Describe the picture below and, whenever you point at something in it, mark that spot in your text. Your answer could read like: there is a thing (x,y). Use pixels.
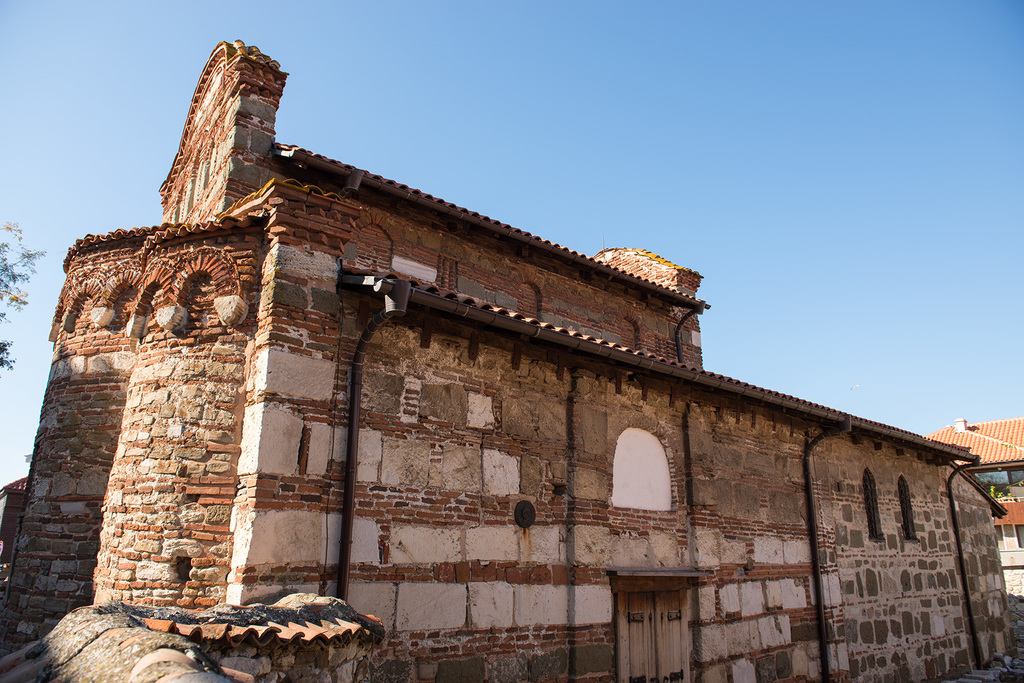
In the picture there is a building (388,294), it looks like a fort (610,591) and beside that building (295,309) there is a house (993,463).
